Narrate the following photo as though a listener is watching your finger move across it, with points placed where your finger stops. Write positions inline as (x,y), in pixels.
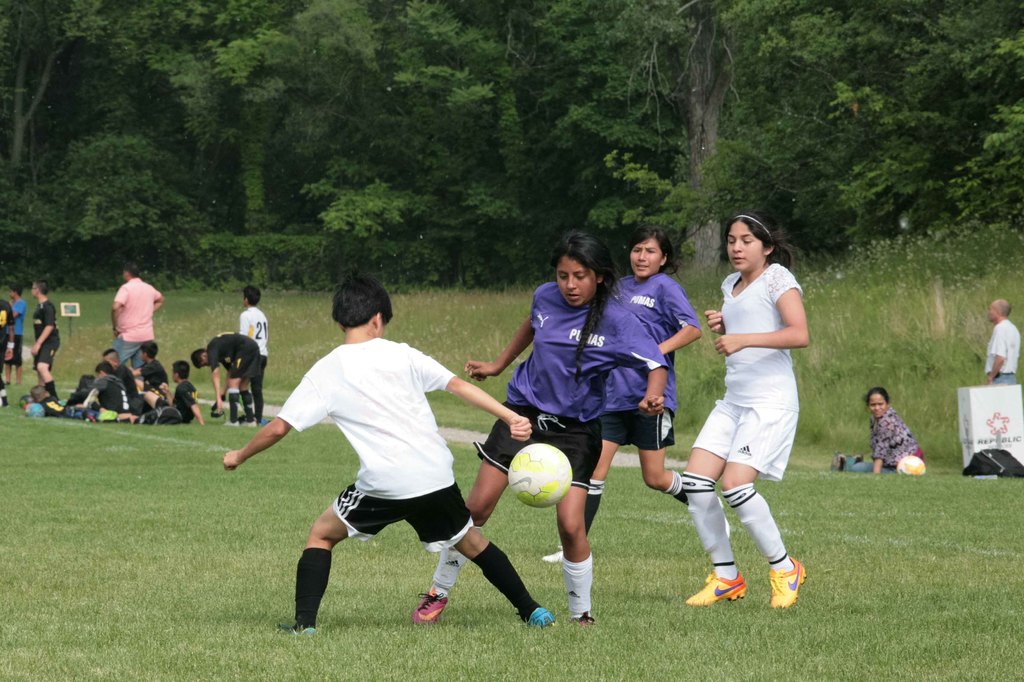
Here we can see four people (308,551) are playing football on the grass (659,601). Background (963,341) we can see few people (998,335), ball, plants (940,310), some objects (984,398), trees (452,226).
